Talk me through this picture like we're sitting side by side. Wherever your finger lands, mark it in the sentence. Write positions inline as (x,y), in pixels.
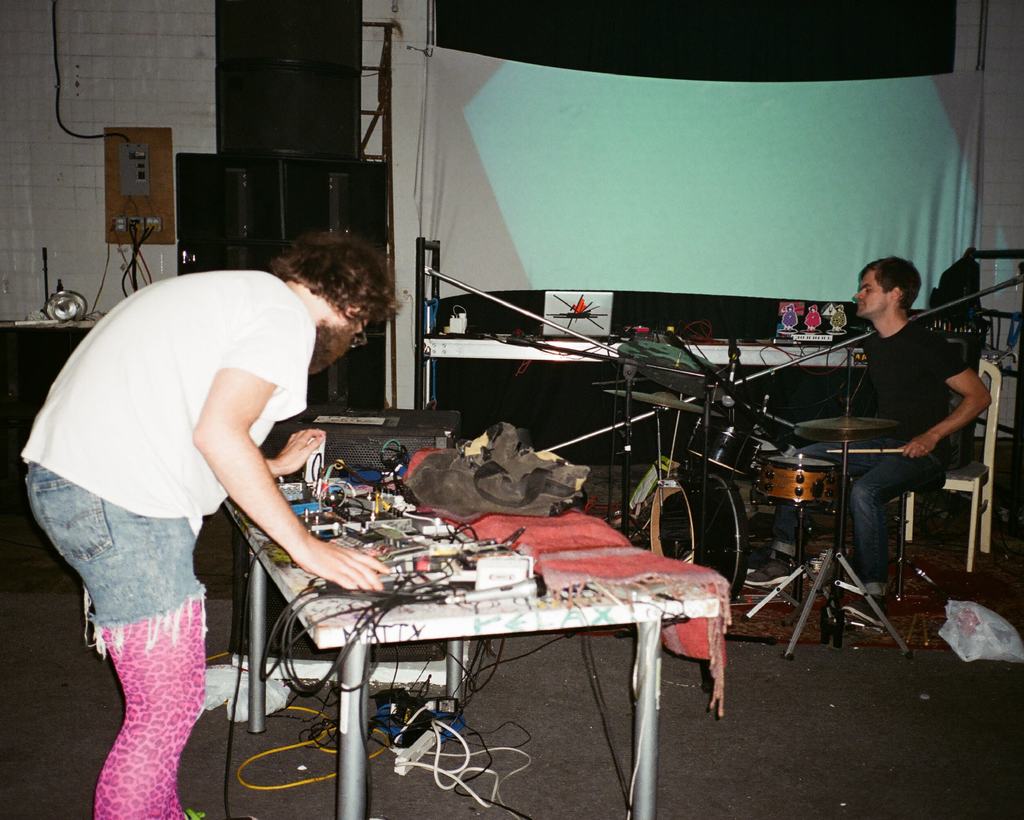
This picture shows a man (296,265) standing and a man (851,457) sitting and playing drums (812,476) and we see a bag (504,503) and few wires (451,543) and machines (513,575) on the table (360,664).
